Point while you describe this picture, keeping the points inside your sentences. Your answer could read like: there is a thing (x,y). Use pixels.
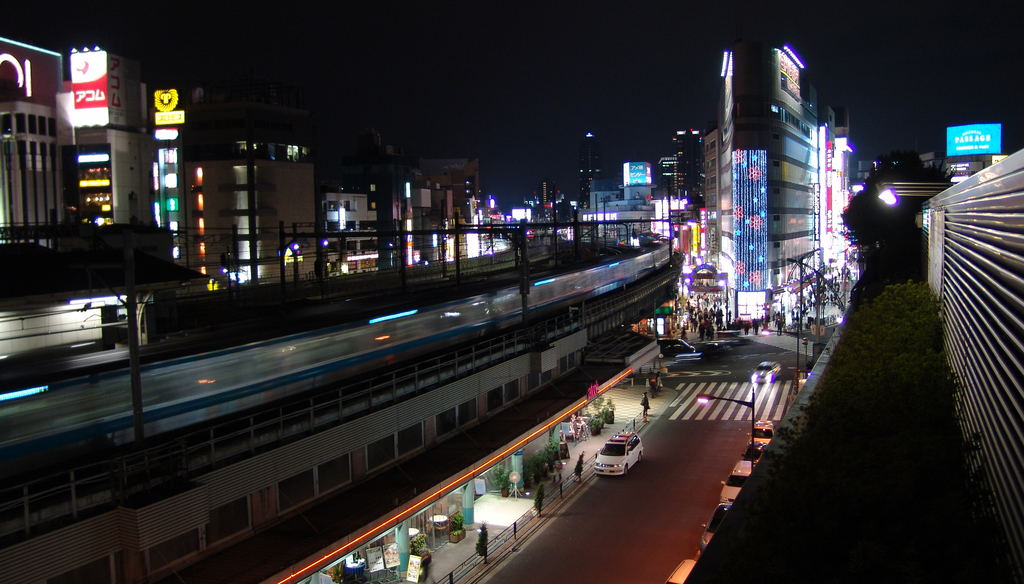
In this image I can see few roads (731,380) and on it I can see white lines (756,415) and number of vehicles (725,349). I can also see number of poles (819,319), lights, number of buildings (95,212), number of boards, plants (911,297), a tree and I can also see few people (708,311) are standing. On these boards (23,73) I can see something is written.
